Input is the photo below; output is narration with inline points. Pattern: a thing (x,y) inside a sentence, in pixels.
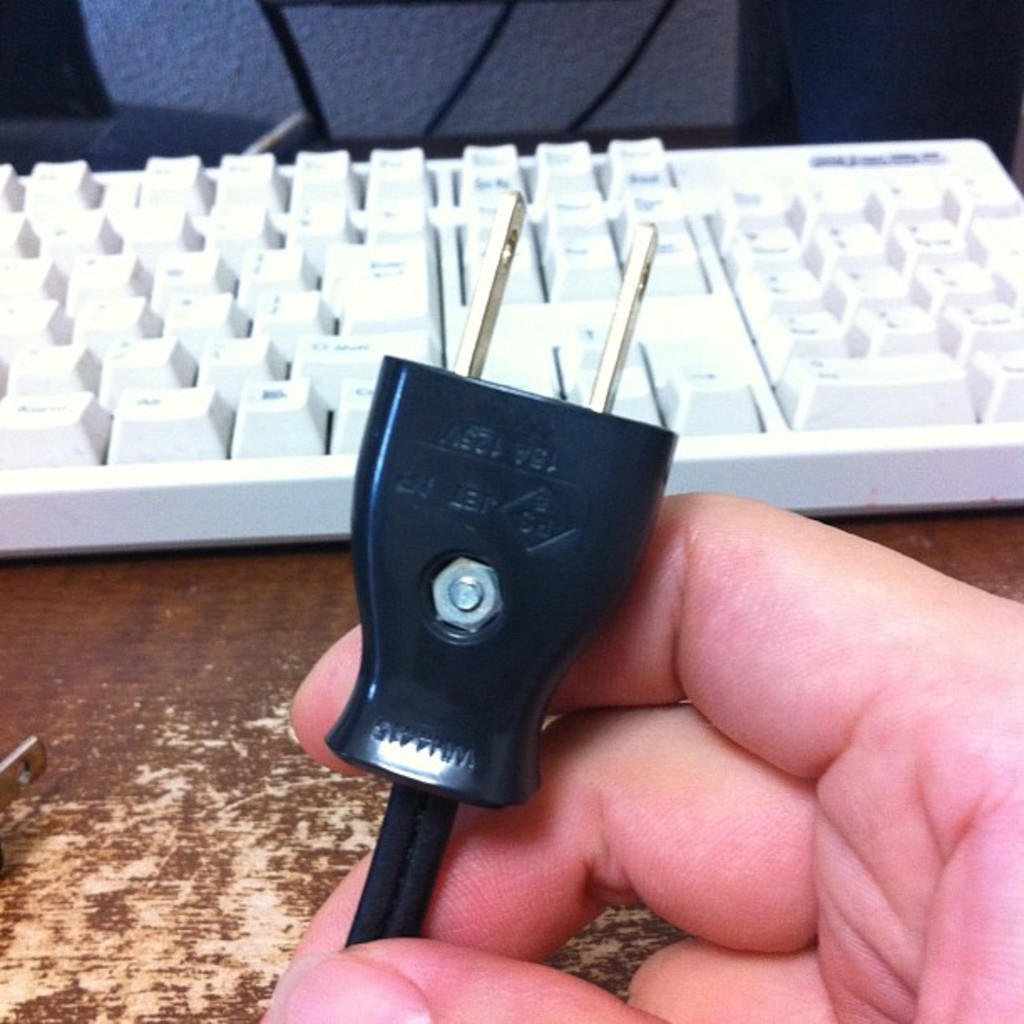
In this image we can see a human hand (750,739) is holding black color plug (433,724). Behind it, white color keyboard (280,323) is there on the wooden surface (179,742). We can see an object (778,60) at the top of the image (794,60).
